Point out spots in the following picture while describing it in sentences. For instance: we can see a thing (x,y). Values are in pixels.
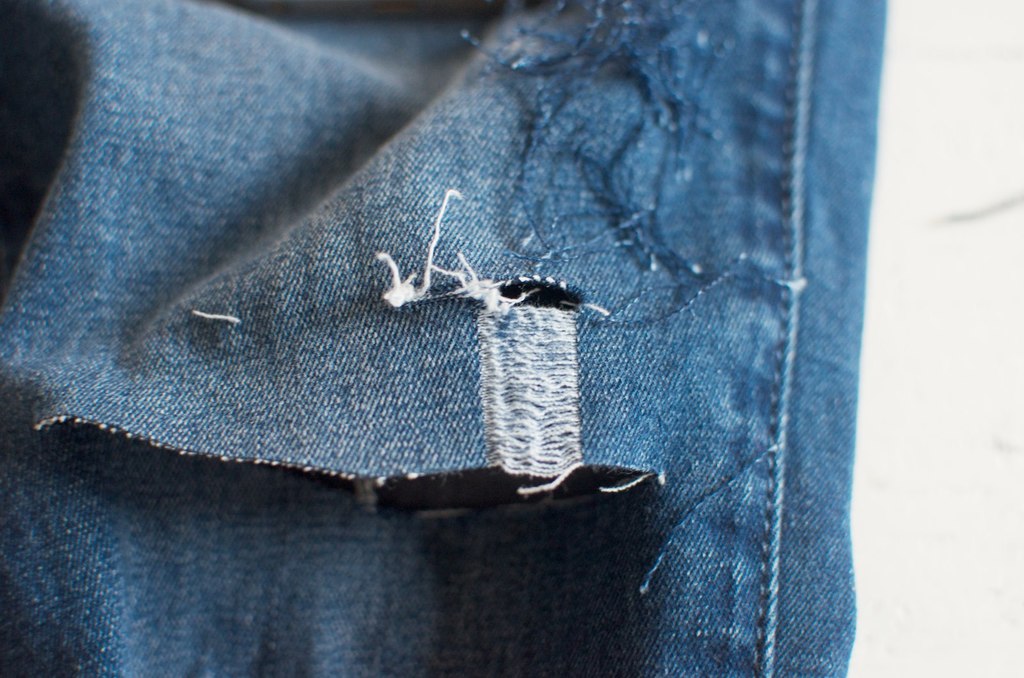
In the center of the image (663,387) there is a zoomed in picture of jeans (563,404). To the right side of the image (890,318) there is a wall (897,363).
